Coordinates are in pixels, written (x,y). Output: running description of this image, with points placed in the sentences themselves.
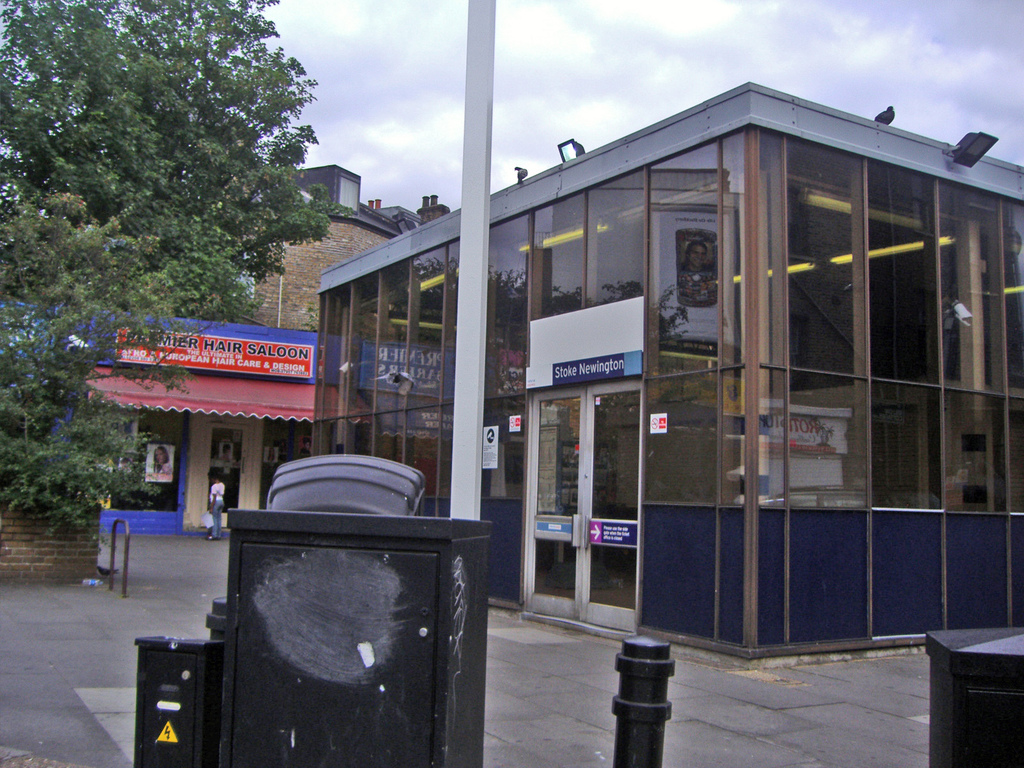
In the given picture, we can see the tree (129,449), after that we can see the saloon shop (228,437) and a person (216,497) standing outside, next towards the right (684,281), we can see the transparent building (628,327) included with lights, a camera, finally we can see the road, a dustbin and a few iron metal poles (661,712).
